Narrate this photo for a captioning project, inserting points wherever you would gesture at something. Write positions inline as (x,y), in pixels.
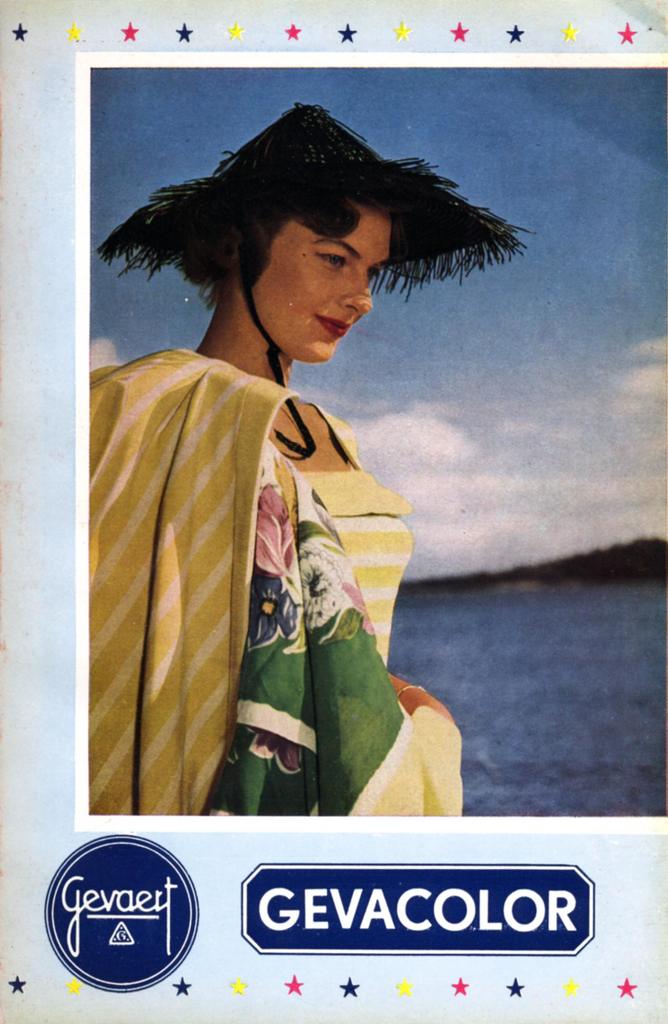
In the picture we can see a photograph (459,684) of a woman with different costume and beside her we can see the water (656,742), which is blue in color and far away from it, we can see hills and sky (435,312) with clouds (615,452) and below it we can see a name (521,927) gevacolor.
